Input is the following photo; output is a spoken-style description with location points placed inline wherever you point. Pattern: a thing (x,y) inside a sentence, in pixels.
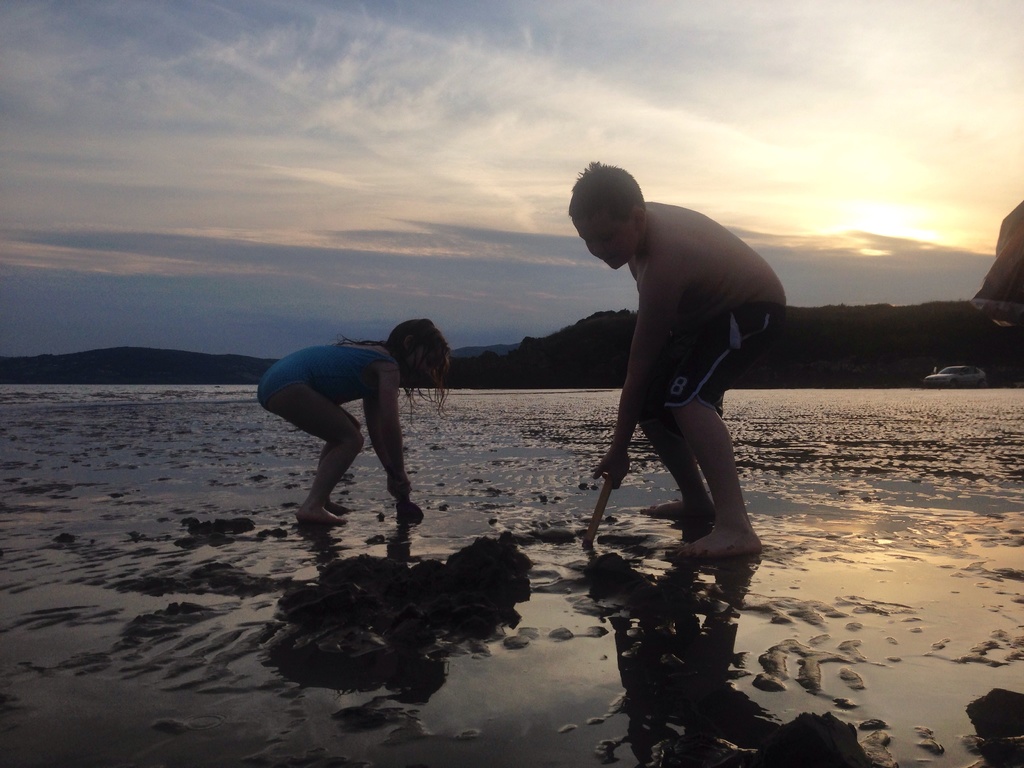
In the image there is a boy (595,207) and a girl (327,371) playing on the side of the beach (98,546), in the back (596,354) there are hills (239,370) and above its sky (437,116) with clouds (787,170).
